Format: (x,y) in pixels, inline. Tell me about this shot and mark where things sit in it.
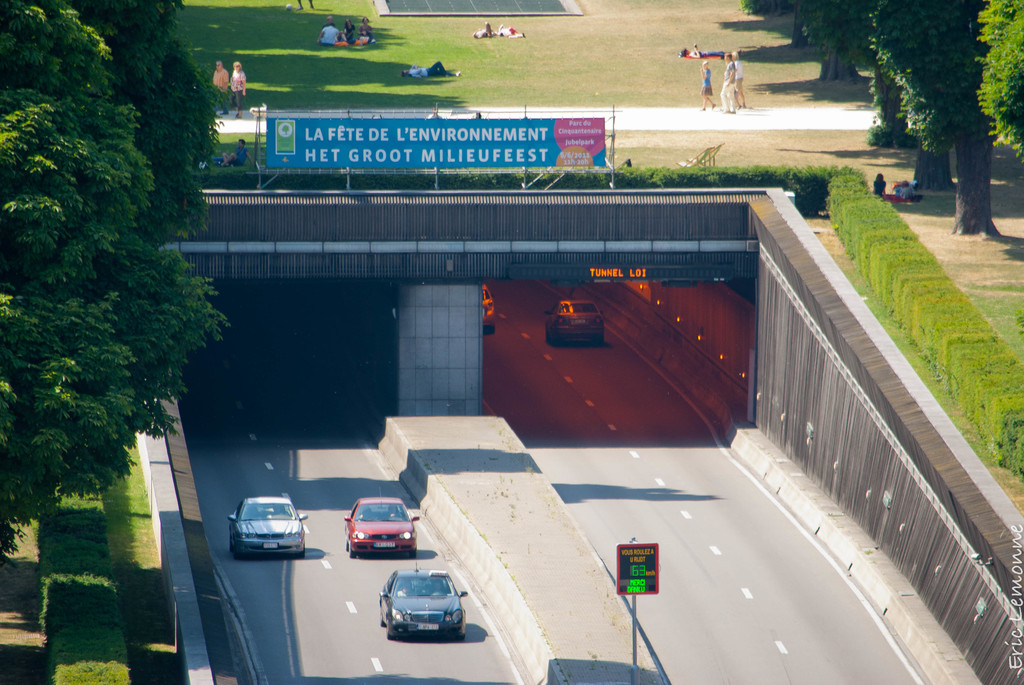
In this picture I can observe some cars (296,548) moving on the road (541,322). On either sides of the picture I can observe trees (938,73). In the top of the picture (440,65) I can observe some people (366,33) on the ground (463,58).
